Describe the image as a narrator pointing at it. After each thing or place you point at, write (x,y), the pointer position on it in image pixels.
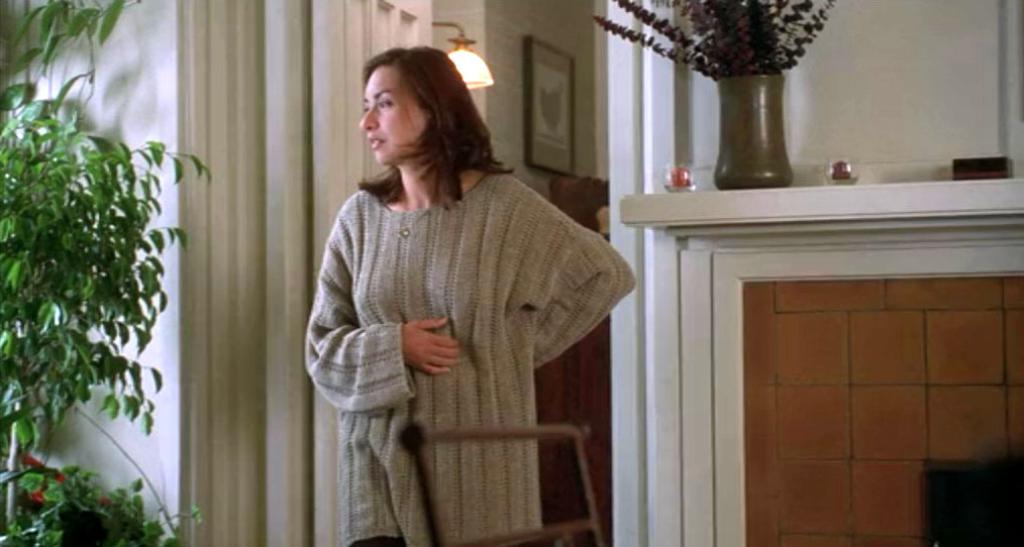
There is a lady (529,366), chair (434,436) and a plant (121,310) in the foreground area of the image (532,284), there are windows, frame (534,79), other objects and curtains (333,39) in the background (629,201).
